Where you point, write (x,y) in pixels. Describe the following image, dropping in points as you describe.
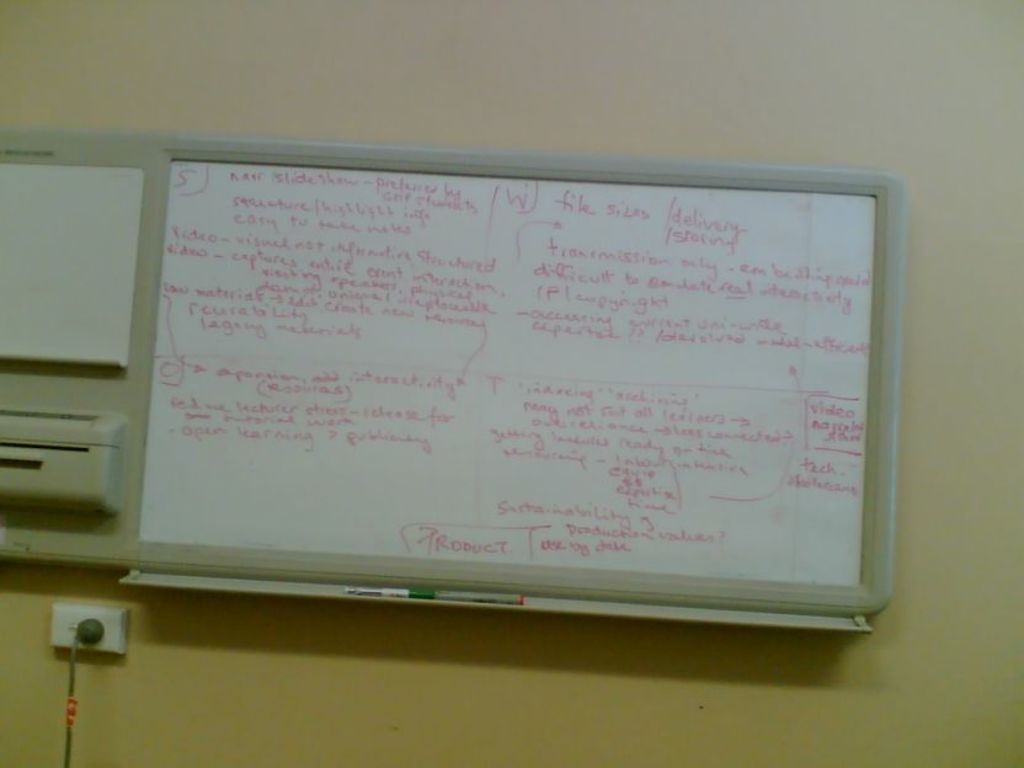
In this picture we can see board (194,528), switch board (65,608) and objects (93,237) on the wall (162,74) and we can see cable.
